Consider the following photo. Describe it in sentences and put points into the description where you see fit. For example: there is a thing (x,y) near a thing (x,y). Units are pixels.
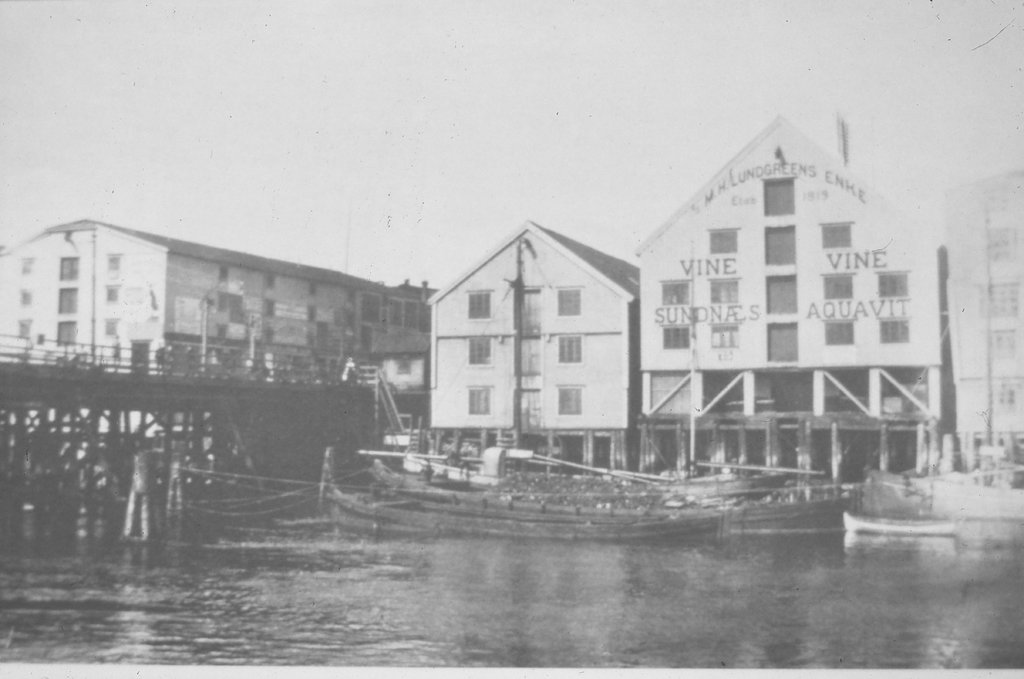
This is black and white picture where we can see so many buildings (510,308). In front of the building (786,436) lake (837,623) is there and boats (559,507) are present. To the left side of the image (147,418) one bridge (204,407) is there.
